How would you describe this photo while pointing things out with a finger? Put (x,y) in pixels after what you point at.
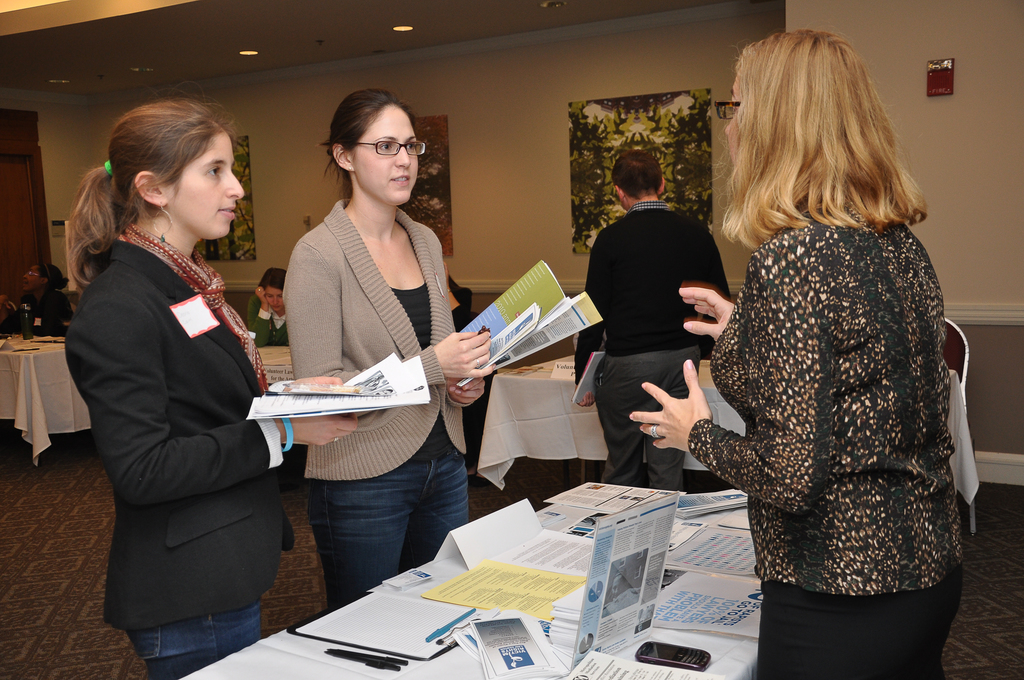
In this image we can see a few people (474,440), among them some people (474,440) are sitting and some people (450,400) are standing, also we can see some people (472,352) holding the objects (422,382), there are some tables (499,475), on the tables (510,558), we can see papers (572,587), pens (442,627) and some other objects (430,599), there are some photo frames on the wall (324,186), at the top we can see some lights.
